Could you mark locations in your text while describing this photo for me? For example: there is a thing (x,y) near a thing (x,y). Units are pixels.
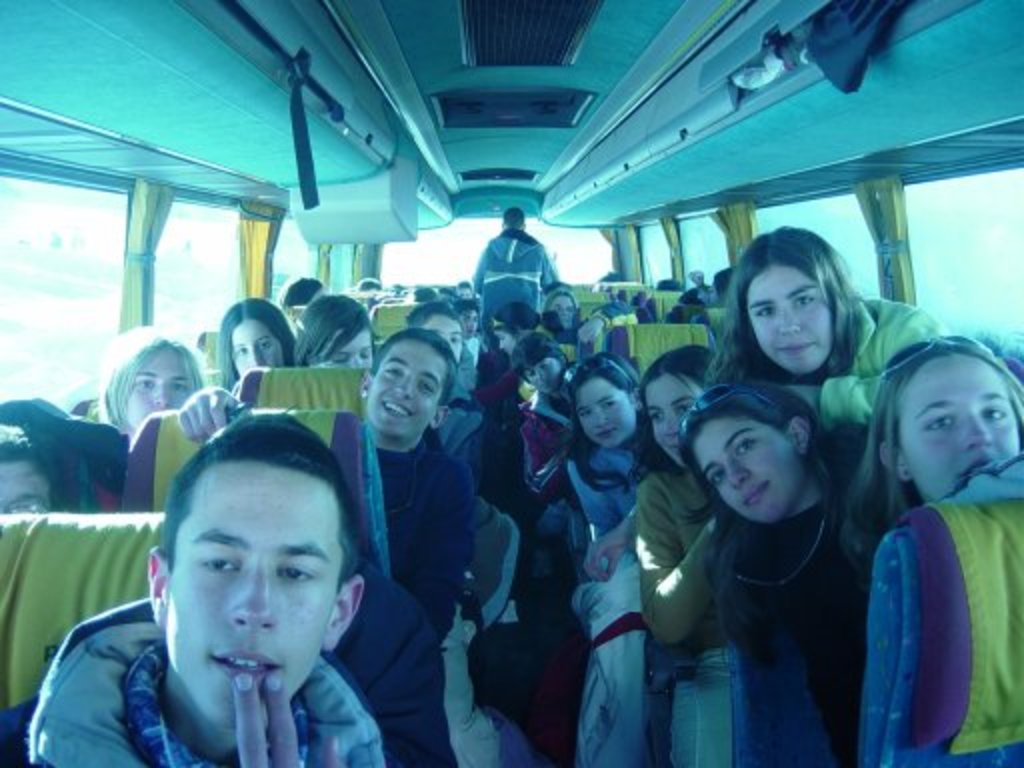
This is the inside view of a vehicle (607,287). There are few persons (341,684) sitting on the seats (122,543) and two persons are standing. On the left (45,301) and right side (718,260) we can see window glasses (195,268) and curtains (134,272).
